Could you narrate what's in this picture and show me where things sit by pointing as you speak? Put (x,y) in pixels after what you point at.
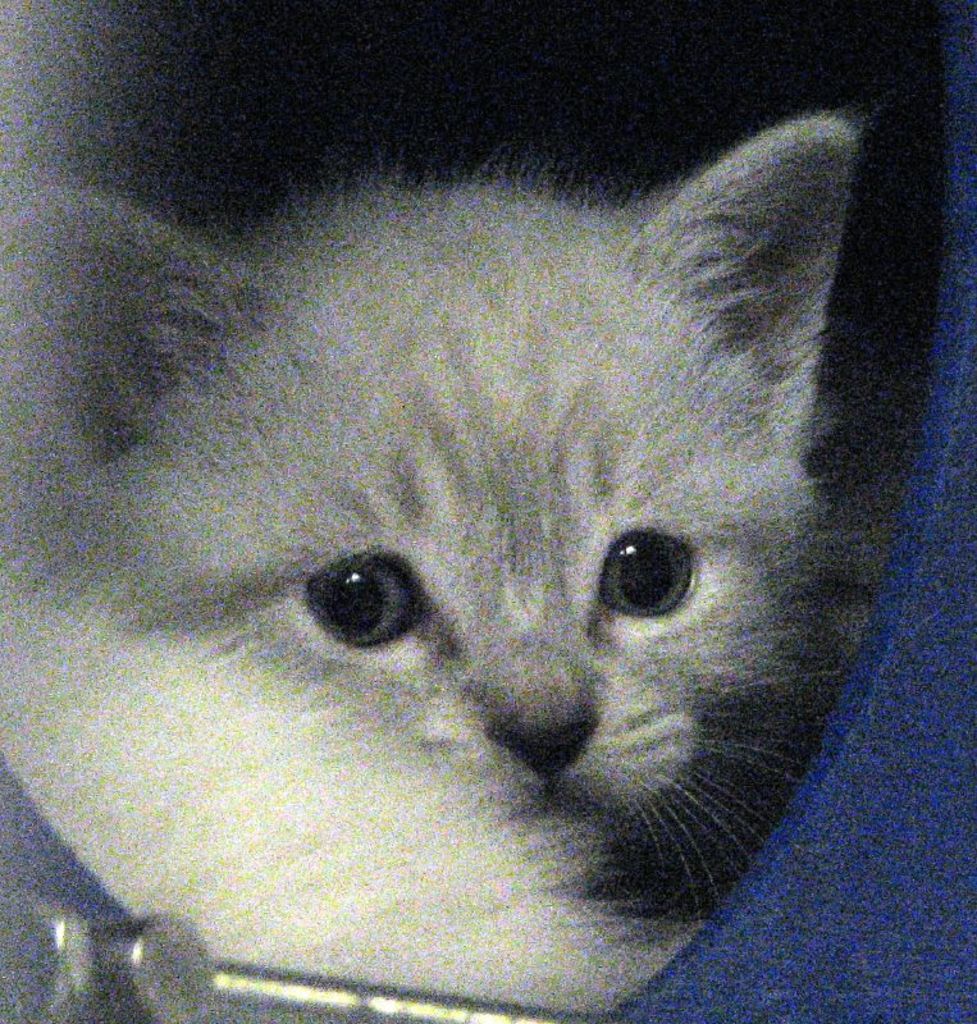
There is a white color cat (302,619) present in the middle of this image (455,587).
